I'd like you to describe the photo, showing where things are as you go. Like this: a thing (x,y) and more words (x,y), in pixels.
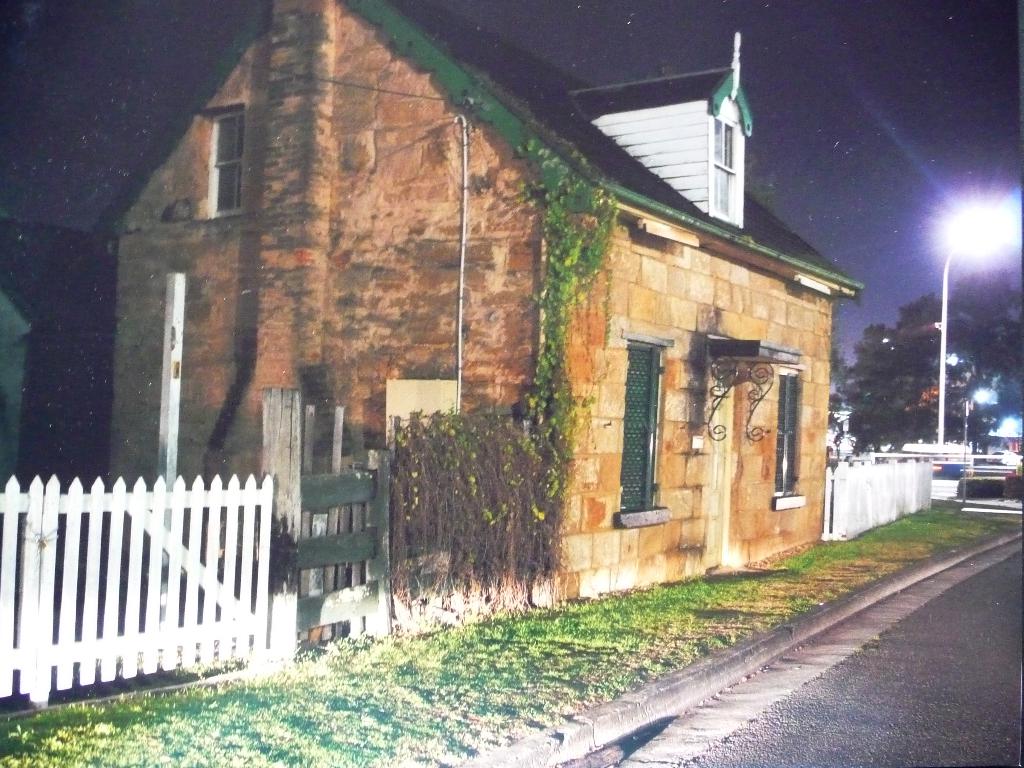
In this picture we can see the brown color house (413,272) with the roofing tiles (597,148). Beside there is a white color wooden gate (192,591). On the right corner (859,383) we can see some trees (918,372) and street lights (945,354).
